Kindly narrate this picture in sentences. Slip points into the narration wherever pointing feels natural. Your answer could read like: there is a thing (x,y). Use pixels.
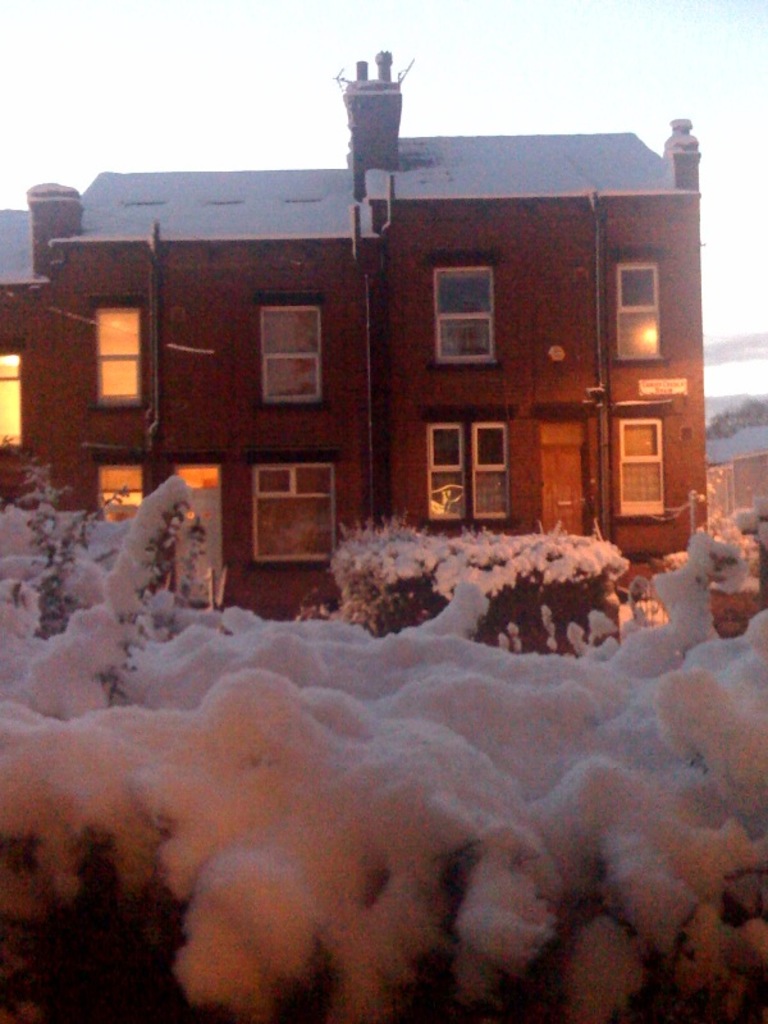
In this picture there is a building (254,466) in the center (259,459), on which there are windows (279,360) in the image and there are plants (119,868) at the bottom side of the image (350,769) and there is snow (470,557) on the plants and on the building (300,362).
